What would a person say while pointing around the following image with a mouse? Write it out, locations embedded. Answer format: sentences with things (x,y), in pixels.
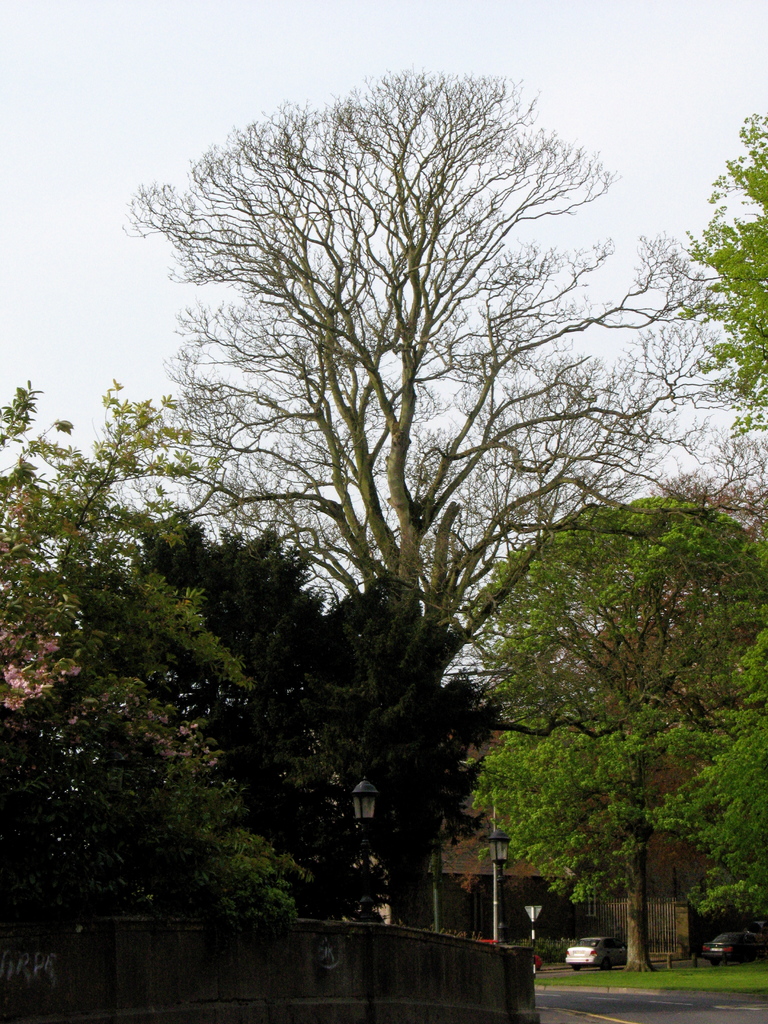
In this image we can see trees (464,757), poles (496,799), wall (470,958), cars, grass (739,968), road (589,1011), and a building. In the background (5,24) there is sky (127,111).
